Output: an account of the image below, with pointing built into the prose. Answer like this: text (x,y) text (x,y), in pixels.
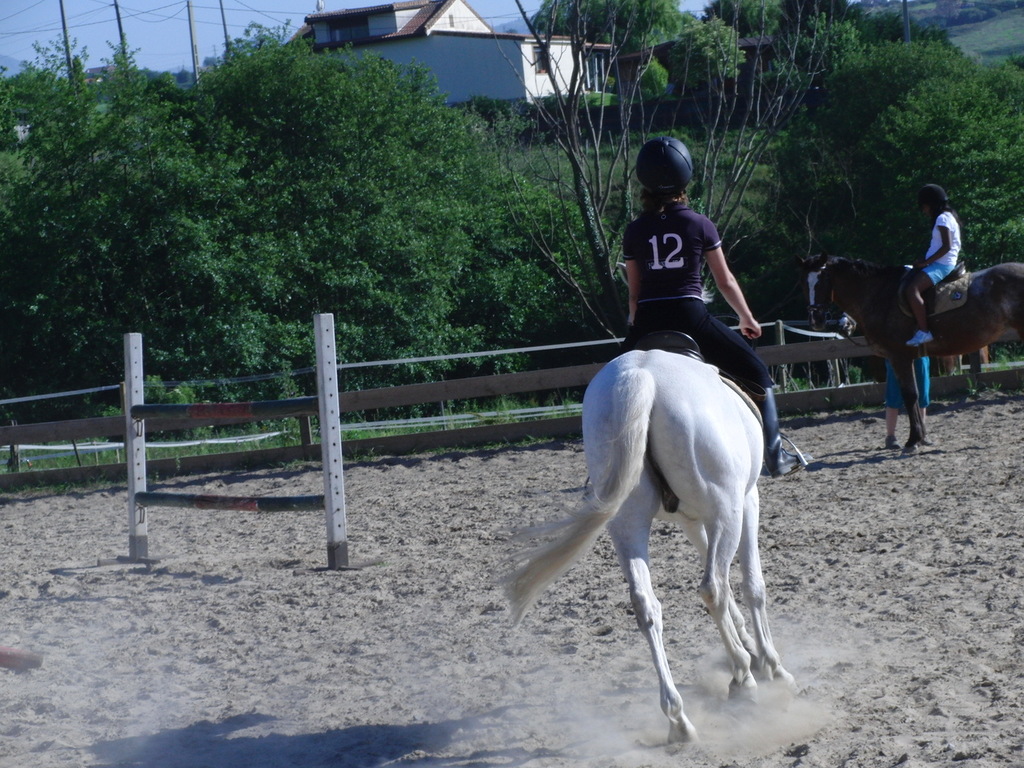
In this image I can see two persons (775,407) are riding horses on the ground (796,583). In the background (822,401) I can see a person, fence (837,390), trees (350,297), houses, light poles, wires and the sky (164,27). This image is taken may be on the ground (531,516).
